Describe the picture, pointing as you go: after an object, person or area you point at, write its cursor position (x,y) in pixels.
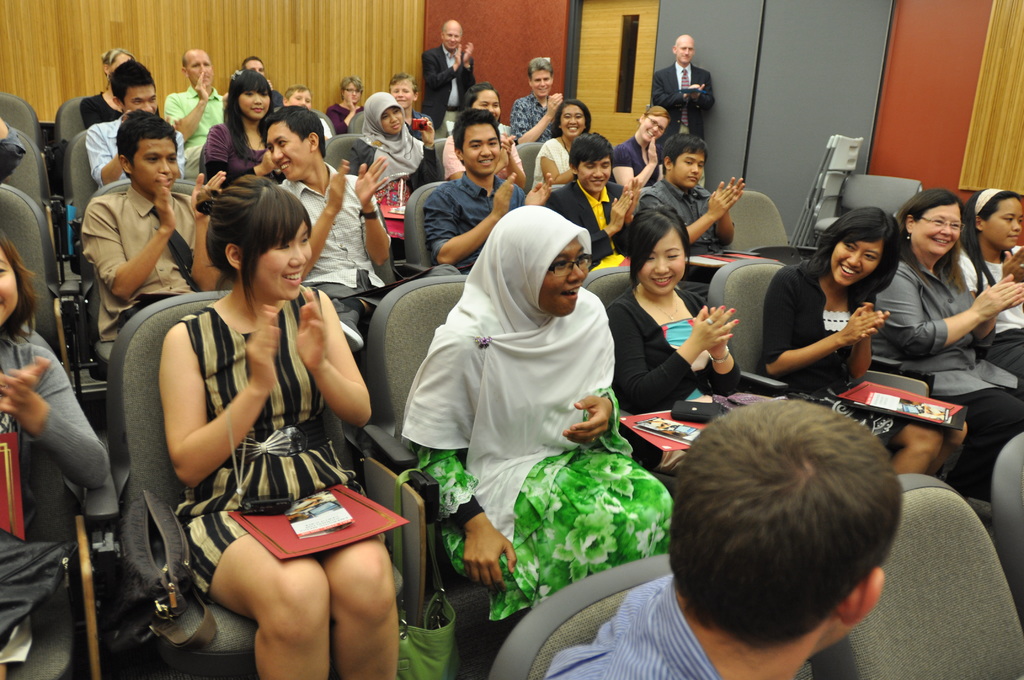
This picture is clicked inside the room (466,593). In the center (608,312) we can see the group of persons (463,347) sitting on the chairs (399,588) and we can see some objects (880,393). In the background (333,15) we can see the wall (329,28), door (622,19) and two persons (455,82) wearing suits (655,85) and standing and we can see the chairs (823,181) and some other objects (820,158).
